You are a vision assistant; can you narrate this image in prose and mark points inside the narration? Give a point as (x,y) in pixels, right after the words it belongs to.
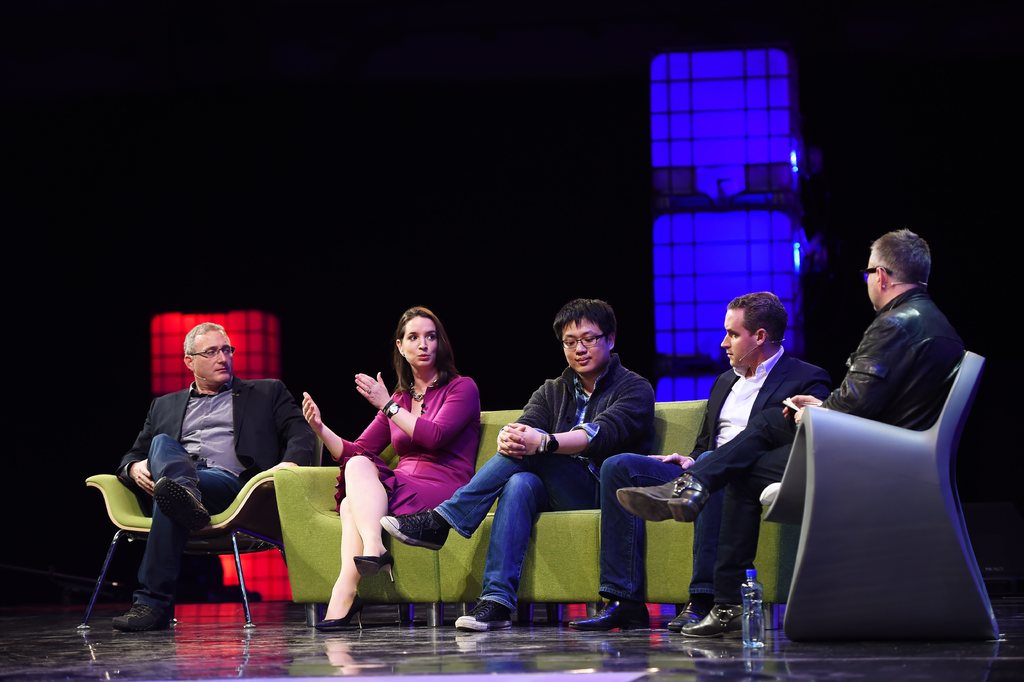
On the left side (159,443) a man (159,443) is sitting on the chair (214,553), he wore coat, trouser (171,544), shoes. Beside him a beautiful girl (441,499) is sitting on the green color sofa (412,573), she wore dress (451,475), shoes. Beside her 3 men (780,404) are sitting on the sofas (778,540) and listening to her.
